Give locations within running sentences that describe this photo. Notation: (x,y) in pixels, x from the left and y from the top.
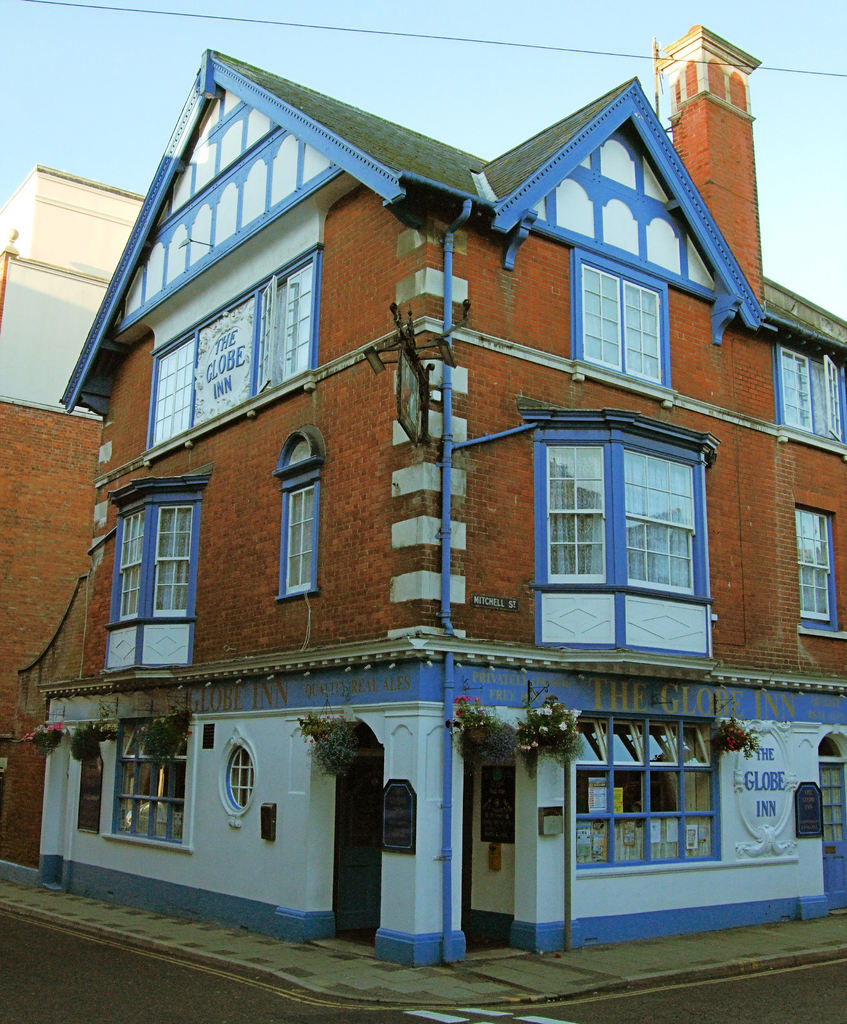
In the image we can see a building (701,493) and the windows (648,506) of the building (631,528), there are the pipes (443,535), plant (536,735), road (112,957), electric wire (477,39) and a sky (786,190).
